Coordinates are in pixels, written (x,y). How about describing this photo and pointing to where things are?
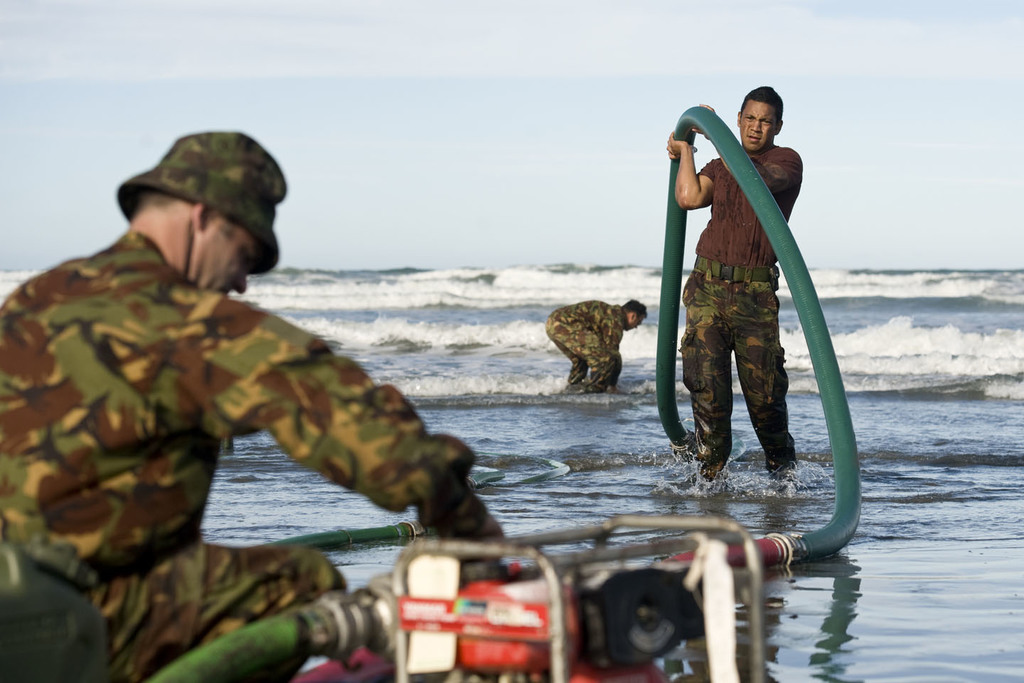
In the picture we can see three persons (408,453) wearing camouflage dress (117,489) doing some work and there is a person (750,267) holding some pipe (675,347) in his hands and in the background (436,293) there is water (572,427) and clear sky (521,144).
